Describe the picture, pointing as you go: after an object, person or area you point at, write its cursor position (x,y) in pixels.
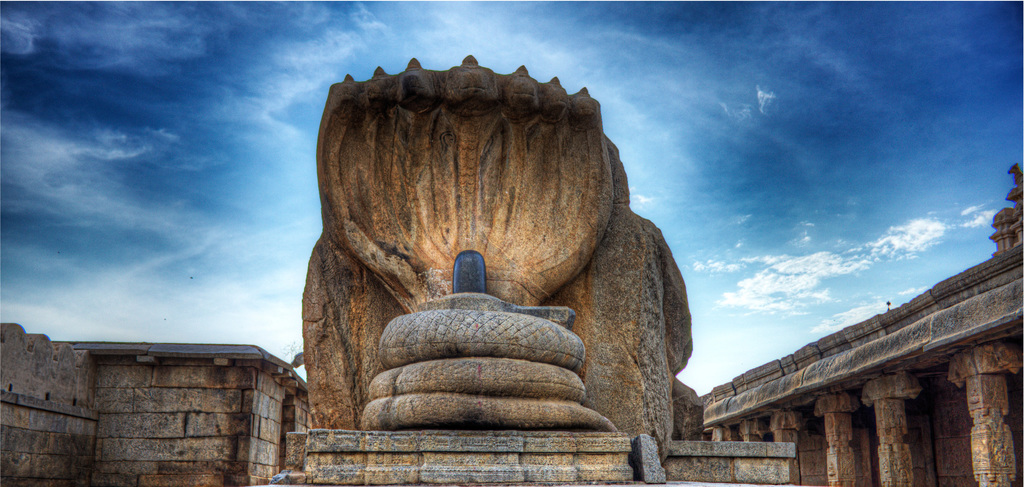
In this image, in the middle (428,215), we can see a sculpture (545,416). On the right side (851,481), we can see some pillars (886,486). On the left side (127,410), we can see a wall (217,434). At the top (688,105), we can see a sky (740,139) which is in blue color.
